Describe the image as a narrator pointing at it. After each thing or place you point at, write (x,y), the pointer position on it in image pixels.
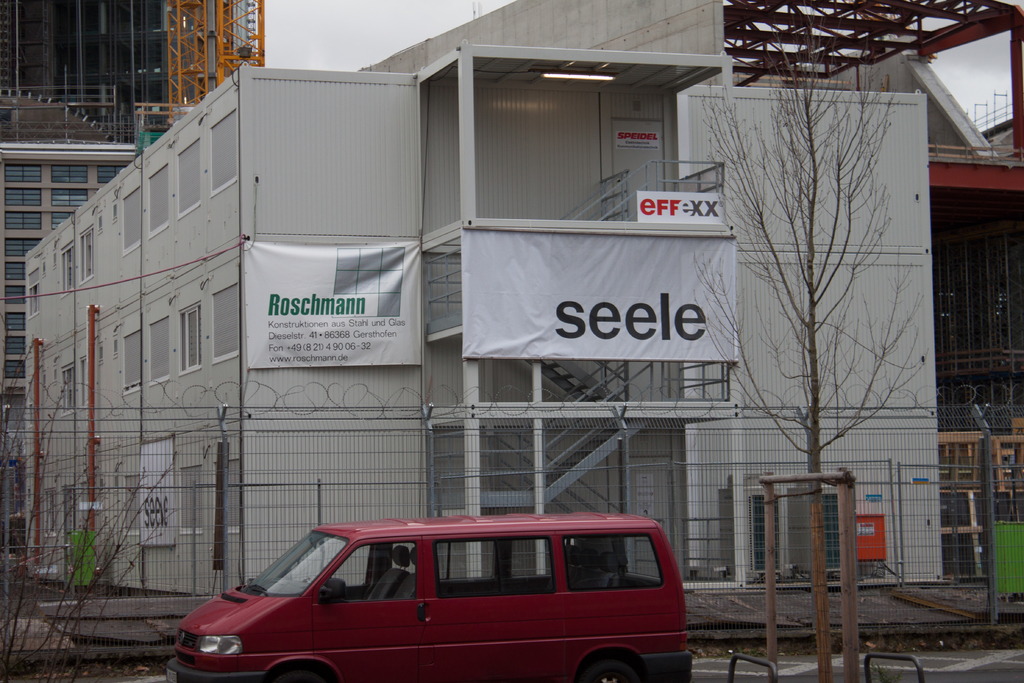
As we can see in the image there are buildings (610,166), trees (792,288), fence (570,469), banners (366,347) and a van (473,656). On the top (278,26) there is sky (281,32).
